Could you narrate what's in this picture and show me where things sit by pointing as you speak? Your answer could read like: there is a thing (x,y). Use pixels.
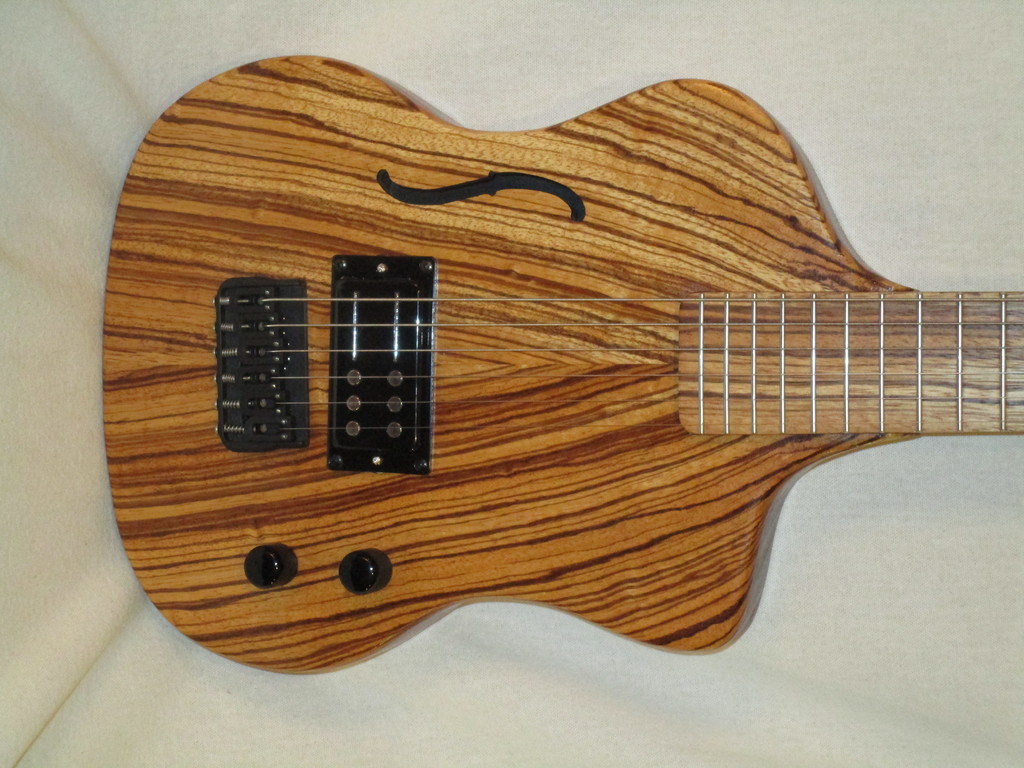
In the image there is a guitar (941,315) which is in combination of brown and yellow color, in background (482,59) we can see white color on which it is placed.
